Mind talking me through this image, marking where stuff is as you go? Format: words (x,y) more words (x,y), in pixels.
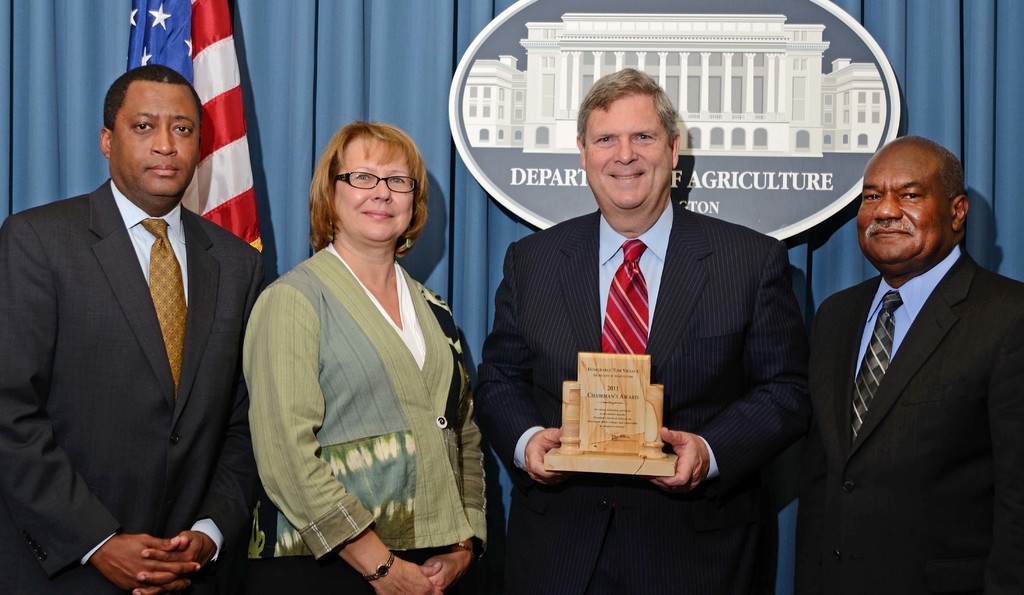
In this picture there is a man (517,331) who is wearing suit (780,358) and he is holding a wooden prize (634,427), besides him there is a woman (365,273) who is wearing spectacle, watch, jacket (473,510), t-shirt (421,325) and trouser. On the left (117,369) there is a man (225,300) who is standing near to the flag (239,216). On the right (894,287) there is another man (908,291) who is standing near to the board (809,183). In the background (451,236) I can see the blue color cloth (450,257).
